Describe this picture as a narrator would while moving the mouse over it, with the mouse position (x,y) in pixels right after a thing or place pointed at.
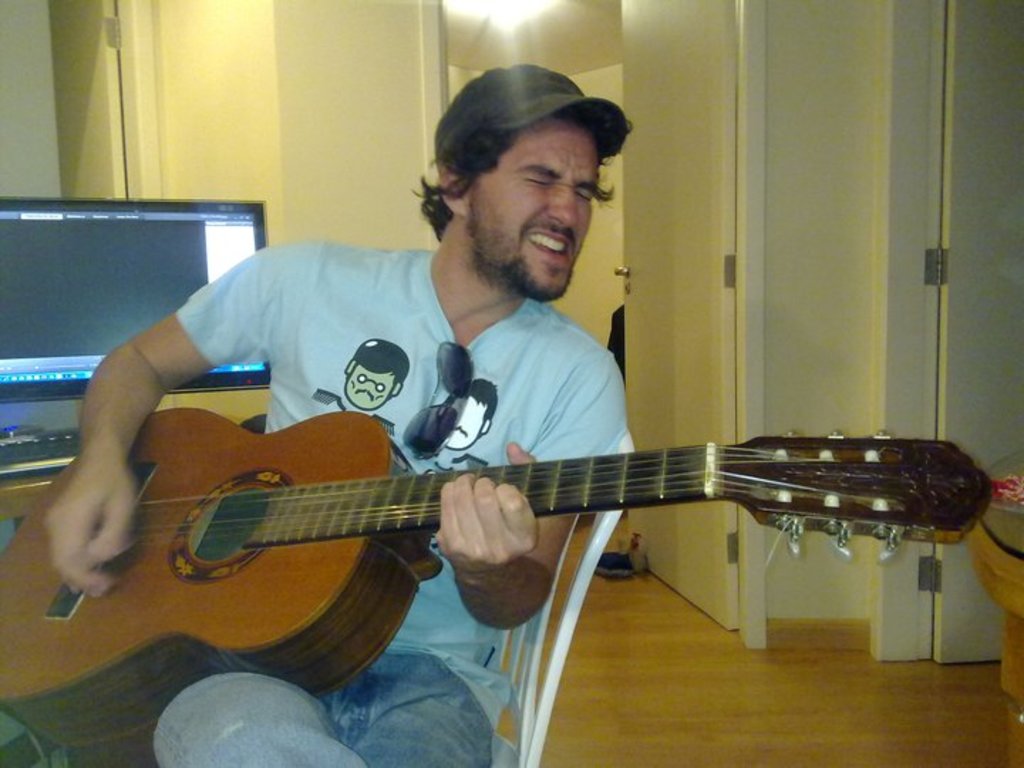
In this image, There is a man (526,531) sitting on the chair (526,692) which is in white color he is holding a music instrument (246,475) which is in brown color he is singing, In the background (59,329) there is a monitor (66,264) in black color and there is a keyboard (17,448) on the table (50,456) in black color, There is a door (700,217) in white color and there is a wall (407,81) in white color.
